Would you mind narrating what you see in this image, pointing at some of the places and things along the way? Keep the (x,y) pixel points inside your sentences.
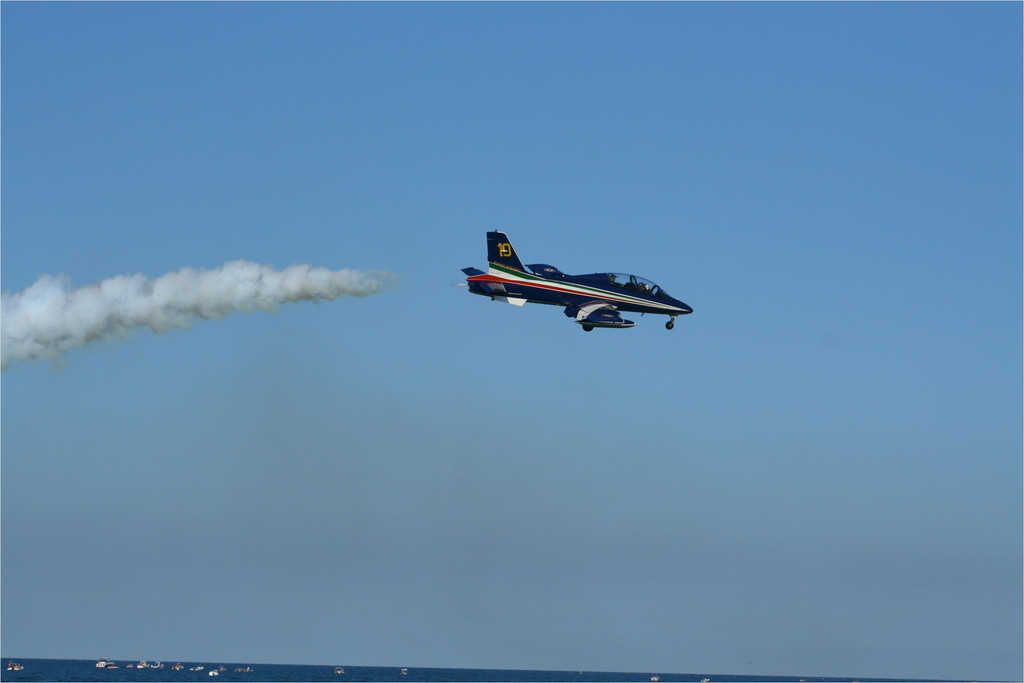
In this image there is a jet plane (545,268) in the air (557,265), back of the jet plane (548,282) there is a smoke (221,285). At the bottom of the image (209,672) there are few ships (218,668) on the sea (444,672).
